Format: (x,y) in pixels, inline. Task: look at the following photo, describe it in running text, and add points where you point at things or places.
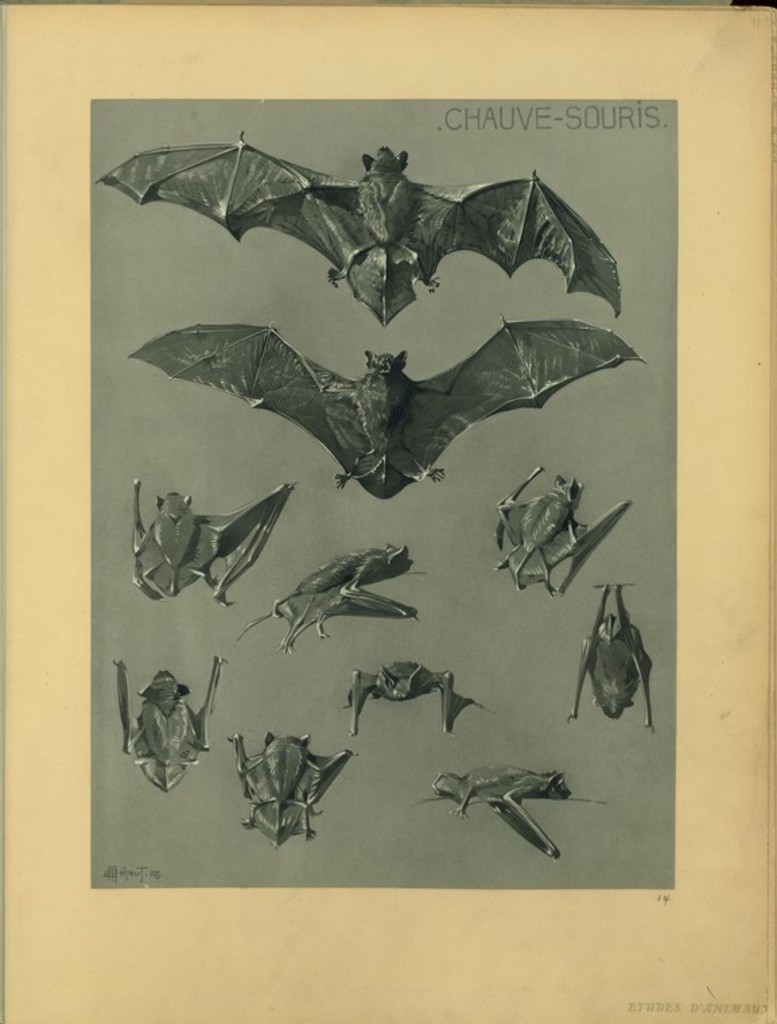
In this image it looks like an art in which there are so many bats (369,422).
